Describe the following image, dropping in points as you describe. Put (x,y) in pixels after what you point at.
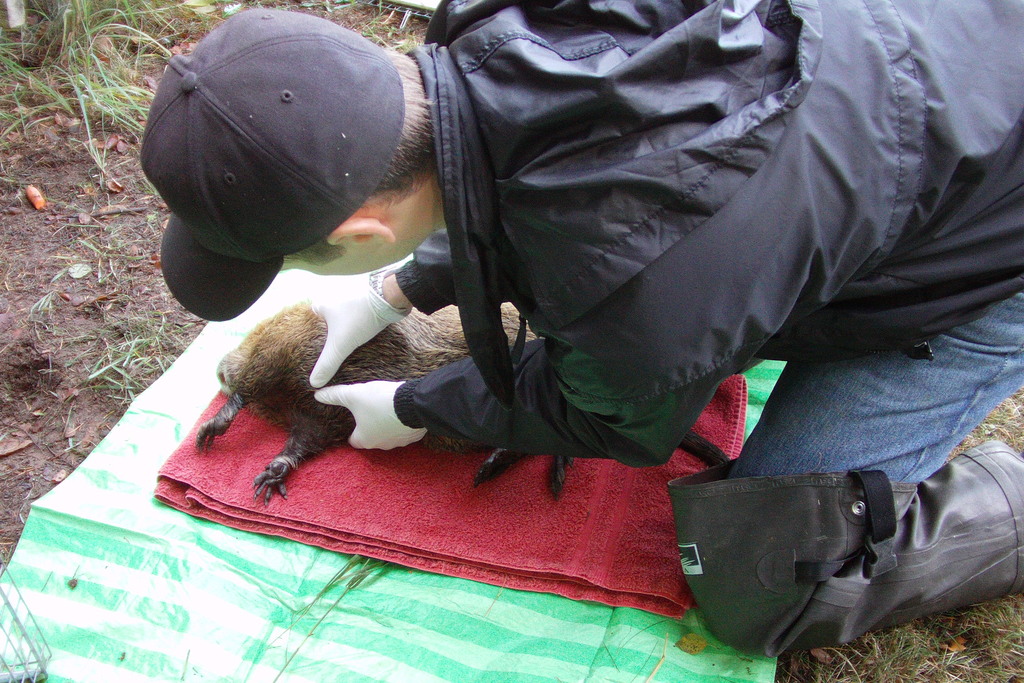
In this image there is a sheet (382,631) on the ground (61,369). On the sheet (75,483) there is a red color cloth (439,522). On the right side (830,483) there is a person (549,256) wearing a jacket (696,223), sitting on the knees (770,485) and holding an animal (304,368) which is on the red cloth (403,519). On the ground (30,222), I can see the grass (897,632).
